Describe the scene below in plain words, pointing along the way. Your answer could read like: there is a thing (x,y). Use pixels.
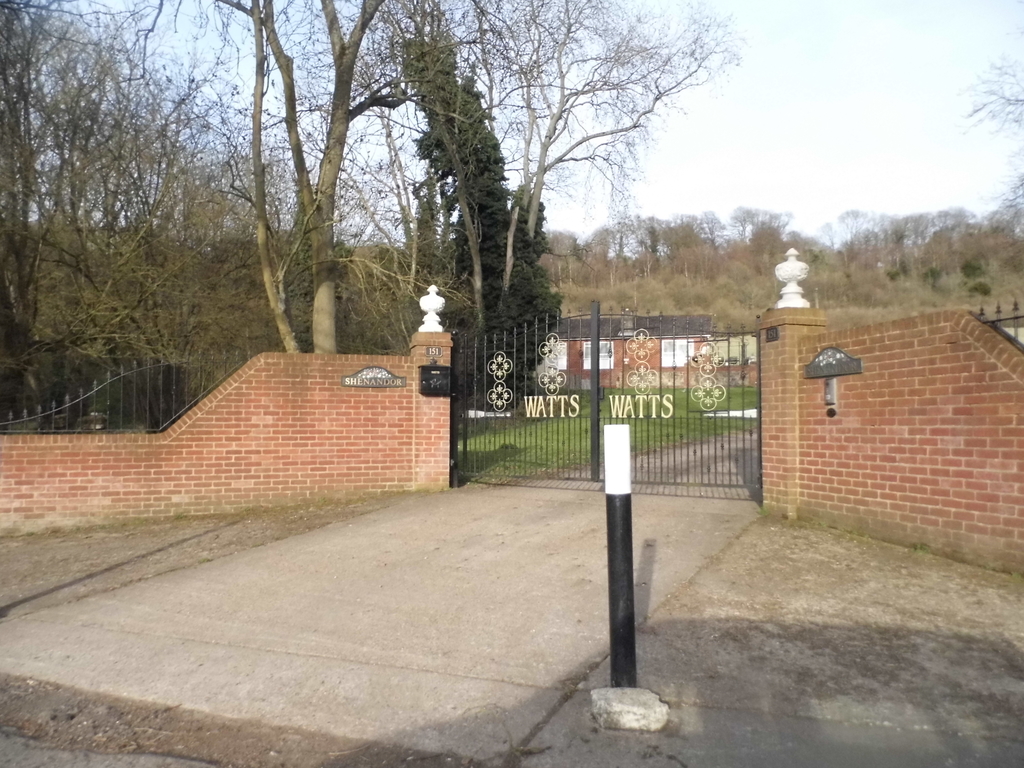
In this image I can see the ground (304,628), a pole (607,429) which is black and white in color, the wall (766,480) which is brown in color, the gate (509,436) which is black and cream in color and in the background (483,266) I can see few trees (483,266) and the sky (795,121).
